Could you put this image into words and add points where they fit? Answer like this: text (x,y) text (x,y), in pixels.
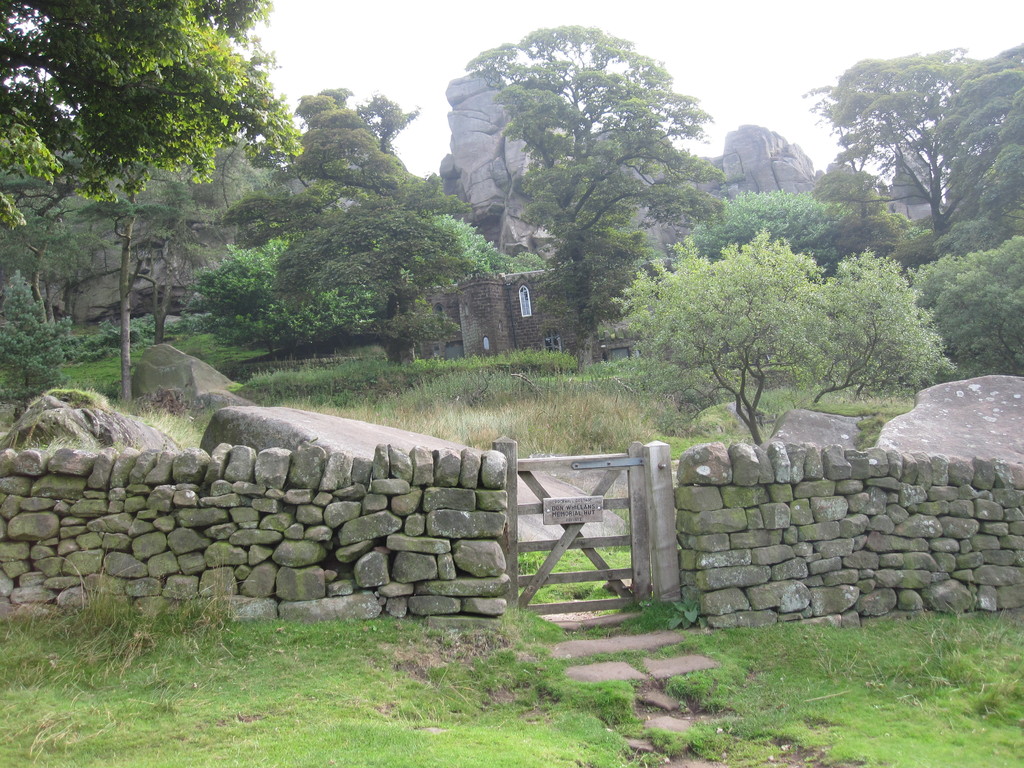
In the picture we can see a grass surface (573,718) on it we can see a rock wall (11,541) with a wooden gate (622,456) with some board (583,502) to it and behind it we can see grass (454,418), plants (647,418), rocks (376,431), and some old construction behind it we can see rock hills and in the background (779,24) we can see a sky (783,40).
